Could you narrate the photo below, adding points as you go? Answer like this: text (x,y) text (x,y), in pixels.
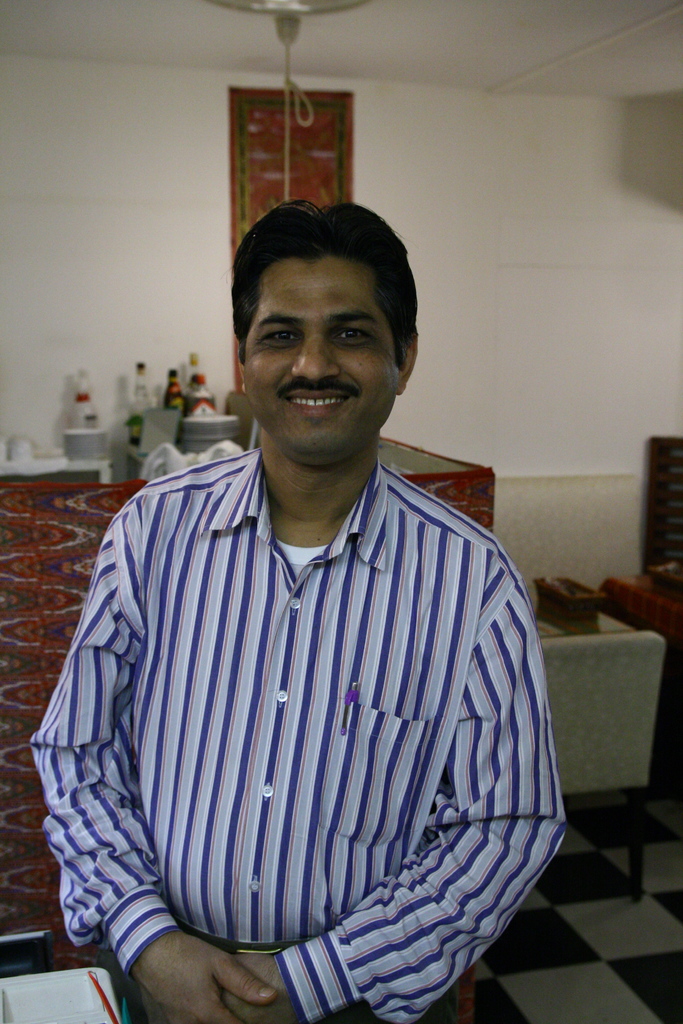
In this image I can see a person (363,602) is standing and smiling. In the background (638,690) I can see the floor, a chair (596,668), the wall (529,324), the ceiling (452,45), few bottles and few other objects (653,562).
